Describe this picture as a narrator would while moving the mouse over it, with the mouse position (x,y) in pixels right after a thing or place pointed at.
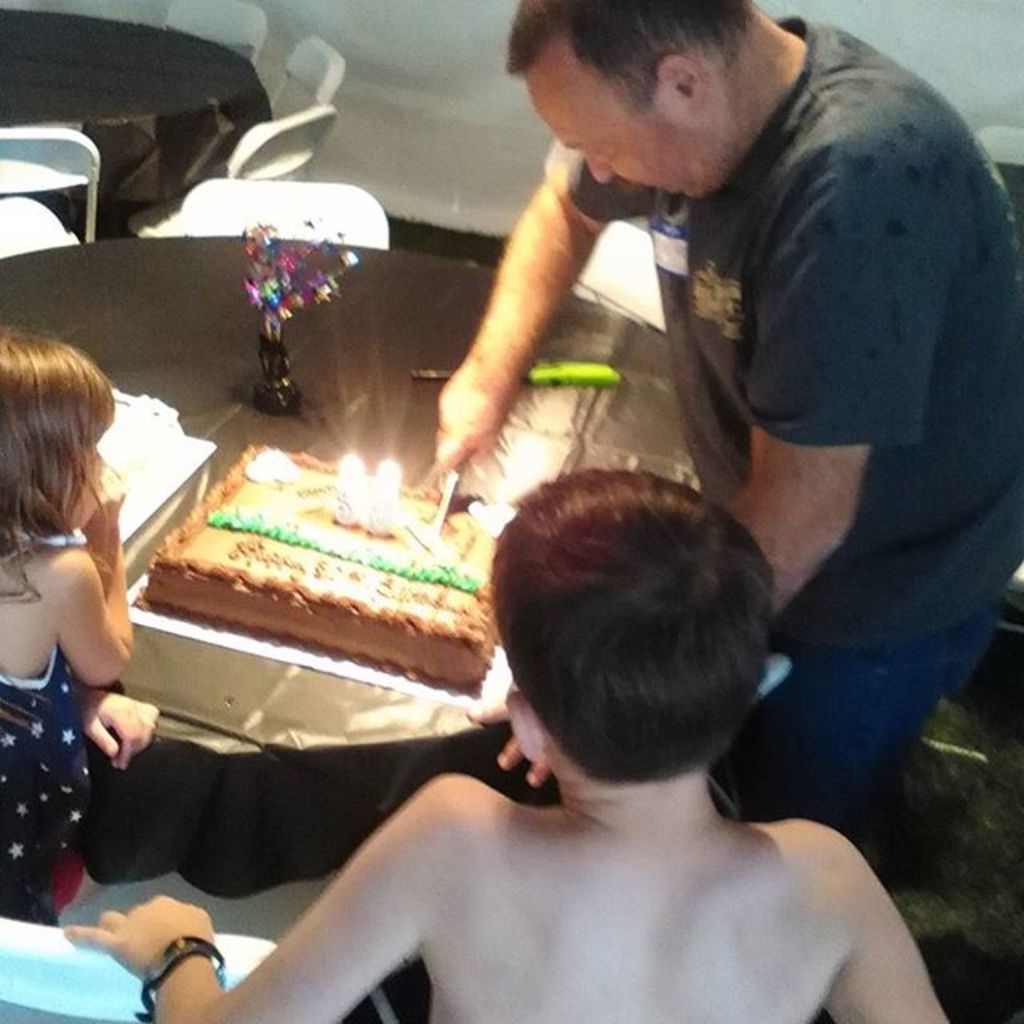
There is a person (485,390) who is cutting a cake (477,553). Here we can see two persons (530,688). This is table (435,313). On the table (372,264) there is a flower vase (277,306). These are the chairs (301,206) and there is a wall (438,115).
